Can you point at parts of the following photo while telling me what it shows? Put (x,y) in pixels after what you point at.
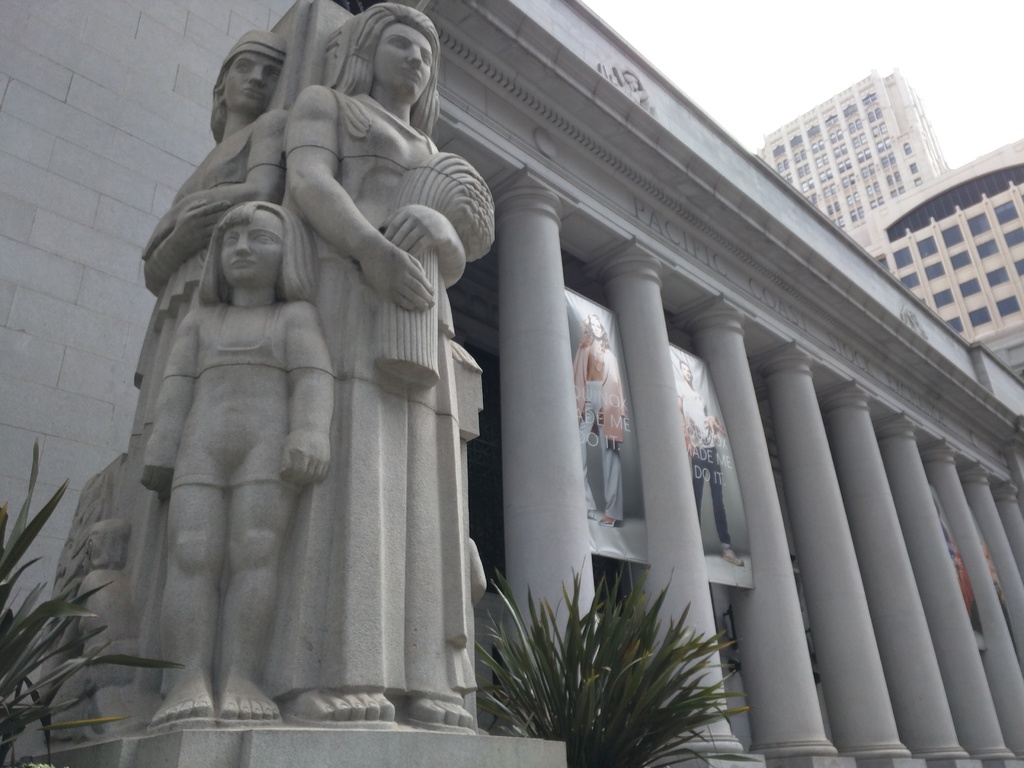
In the image we can see there are statues (297,160) of two people (267,171) and a child (256,343). There are pillars (510,284), plants (632,596), buildings (890,243), windows (939,218) of the building (972,218), banner (698,459) and a white sky (747,27).
